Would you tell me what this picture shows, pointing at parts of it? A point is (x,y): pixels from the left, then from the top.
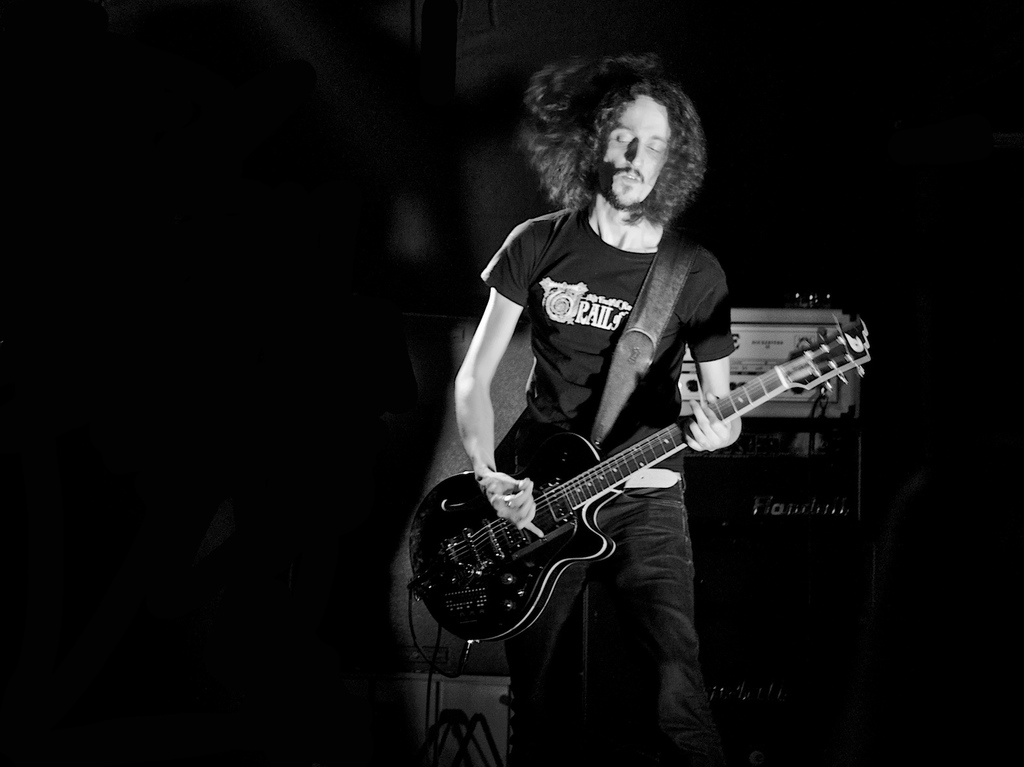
In this picture a man (544,269) is standing holding the guitar (672,445) with his left hand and playing the guitar (663,431) in the right hand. In the backdrop (826,315) there is a equipment (846,487) and some cables (410,614).
